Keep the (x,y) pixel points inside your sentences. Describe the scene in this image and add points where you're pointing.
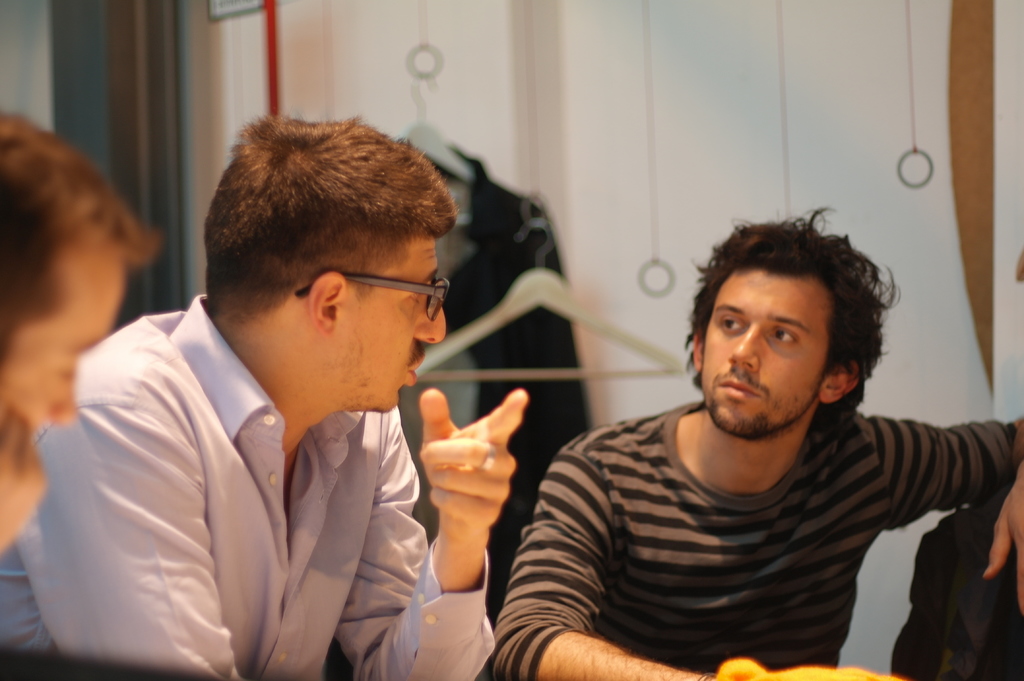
In this image we can see group of people (328,452) are sitting, at the back (537,501) there is a suit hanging to the hanger (550,269), there is a wall (789,174).
